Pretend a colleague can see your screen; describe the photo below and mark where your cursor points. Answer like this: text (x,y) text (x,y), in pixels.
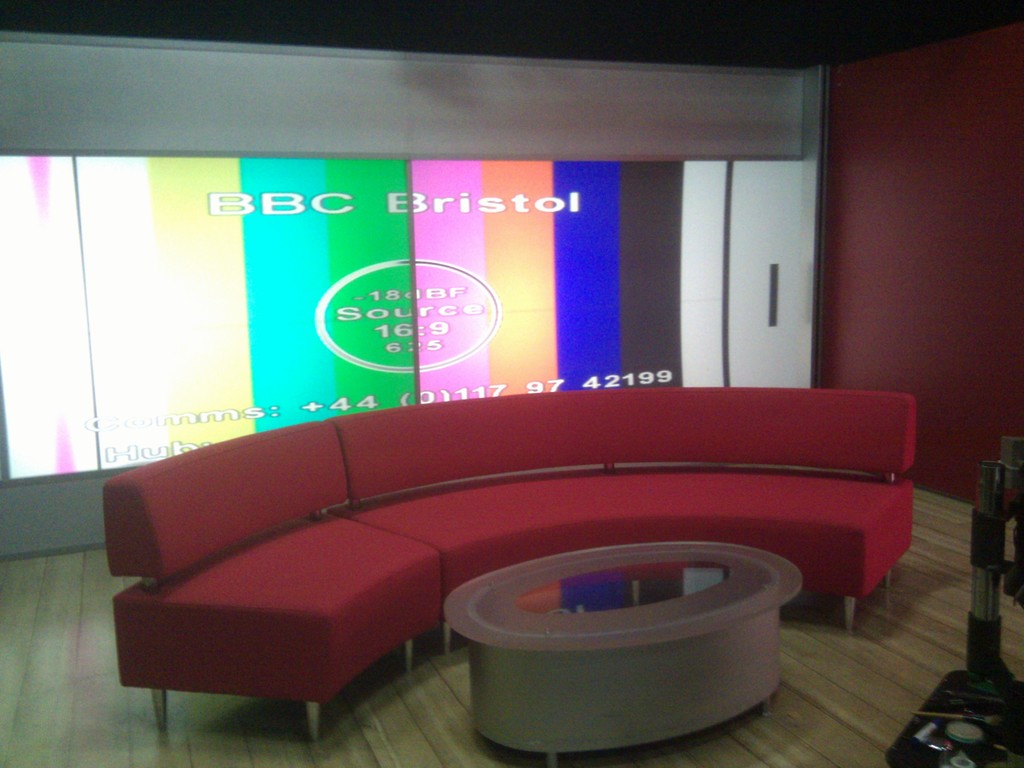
In this picture there is a red color sofa (762,534) at the center of the image (515,471) and there is a table (615,716) in front of that, there is a projector screen (645,264) at the left side of the image (227,393).
